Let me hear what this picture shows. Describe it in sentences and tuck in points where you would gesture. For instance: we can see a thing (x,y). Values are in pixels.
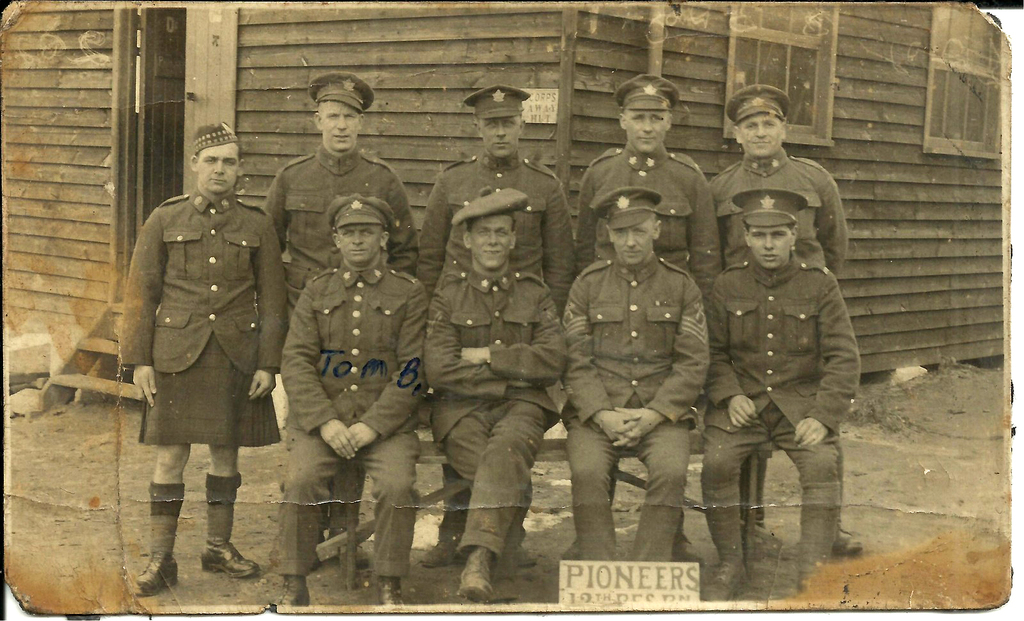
In this image we can see a photograph (365,463). In the center of the image (438,389) there are people (323,223) standing and some of them are sitting. In the background (529,68) there is a shed (512,82). At the bottom (663,600) we can see a text (612,595).
